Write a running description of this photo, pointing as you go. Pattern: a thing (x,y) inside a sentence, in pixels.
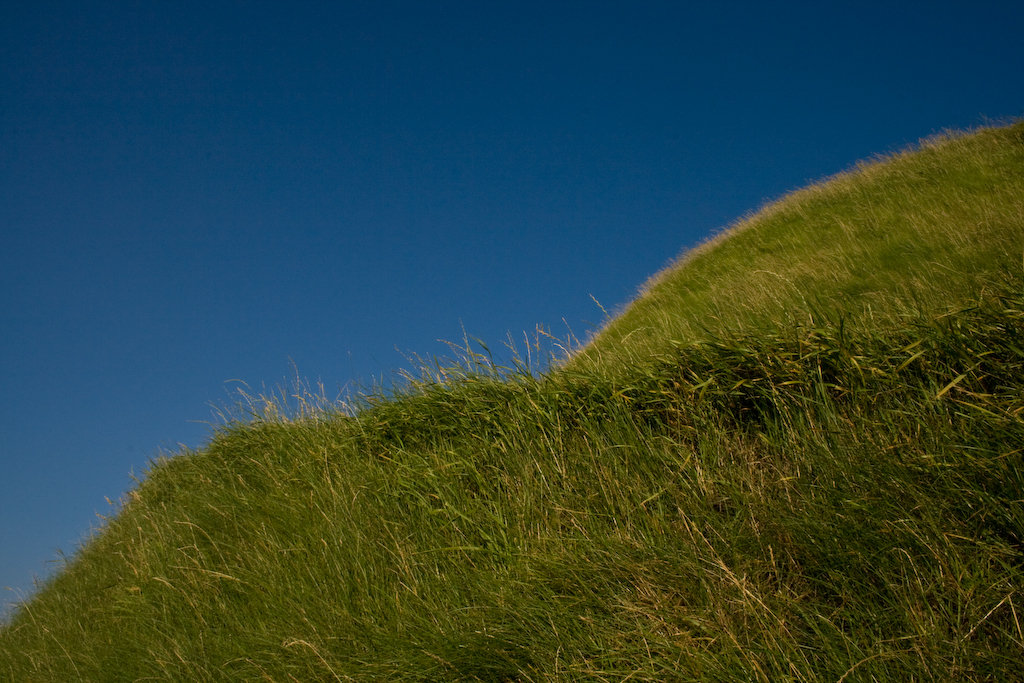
This image consists of green grass (563,453). At the top (416,159), there is sky (488,186).
